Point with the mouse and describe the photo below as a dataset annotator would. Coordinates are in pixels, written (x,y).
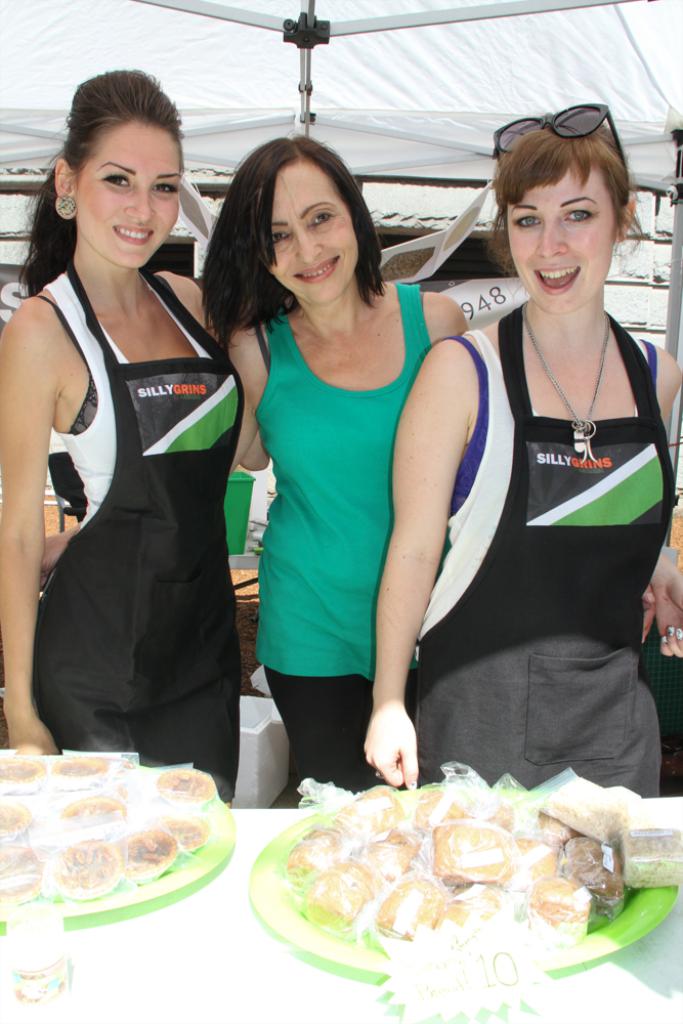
In this image I can see three women (486,491) are standing and I can also see smile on their faces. On the right side (560,352) I can see a black colour shades (500,141) on her head (527,225) and I can see she is wearing necklace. In the front of them I can see a table (355,1010) and on it I can see number of food items (599,870) on the green colour plates (345,929). I can also see a paper (418,1013) in the front (482,921) and on it I can see something is written. In the background (419,27) I can see few posts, a tent (497,105), few poles (306,98) and I can also see something is written in the background (461,291). On the both sides of the image I can see two papers (221,430) on the two women's dresses (509,530).
